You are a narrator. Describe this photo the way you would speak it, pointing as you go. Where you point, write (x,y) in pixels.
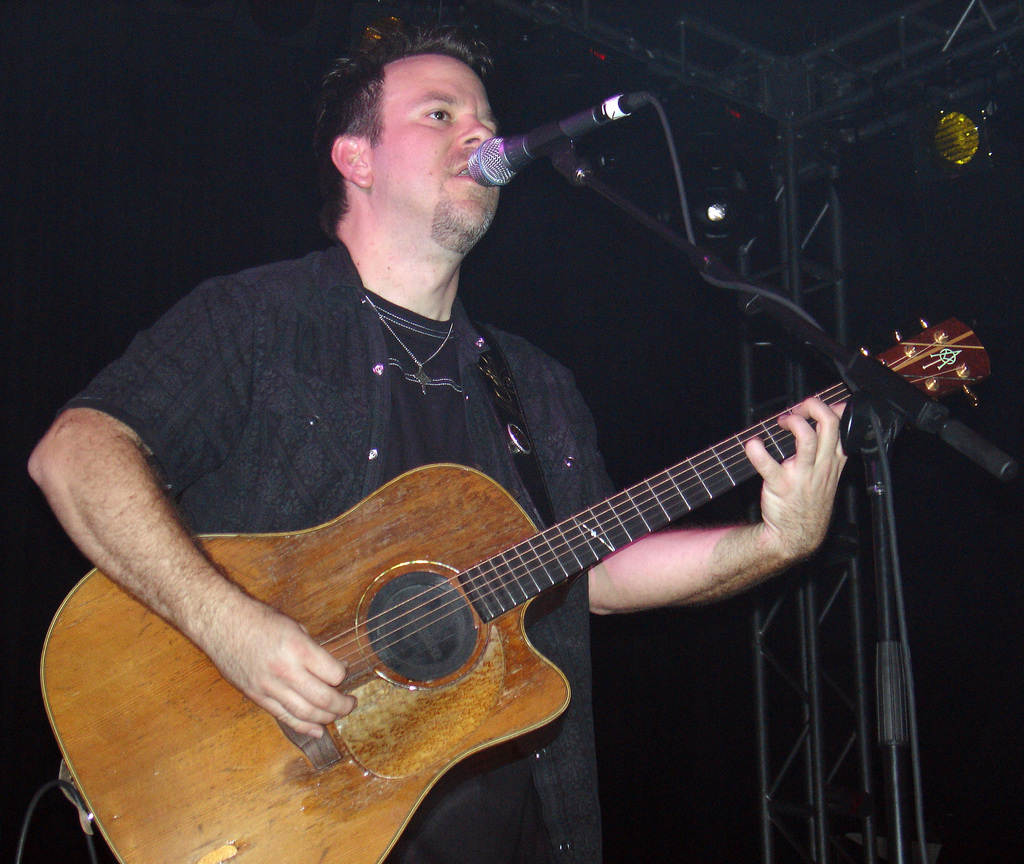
Here in the center (449,408) we can see one person (428,353) is singing which we can see on his face (433,213) where his mouth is open. And in front of him there is a microphone (529,144). And he is playing guitar (346,646).
